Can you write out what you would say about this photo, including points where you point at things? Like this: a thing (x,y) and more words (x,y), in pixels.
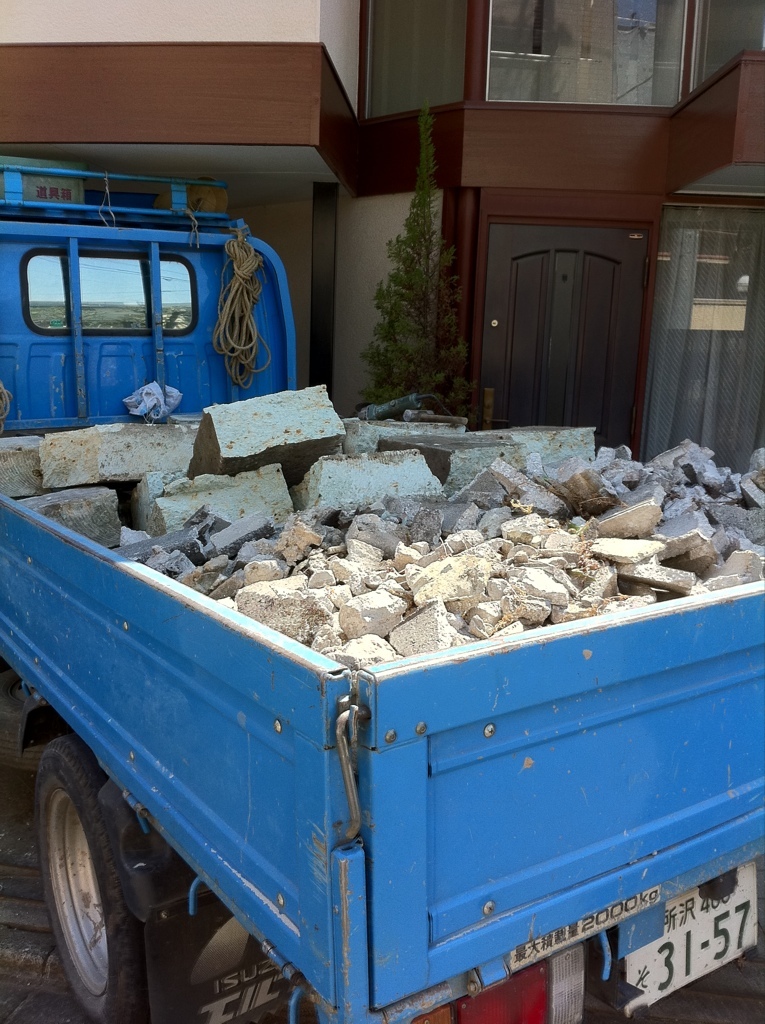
In this image we can see a vehicle (257,625) with the stones (477,556) and also a rope (222,351). In the background (562,251) we can see the building (552,254) with the door (543,257) and glass windows (715,320). We can also see the tree (422,292) and also the path (3,812).
